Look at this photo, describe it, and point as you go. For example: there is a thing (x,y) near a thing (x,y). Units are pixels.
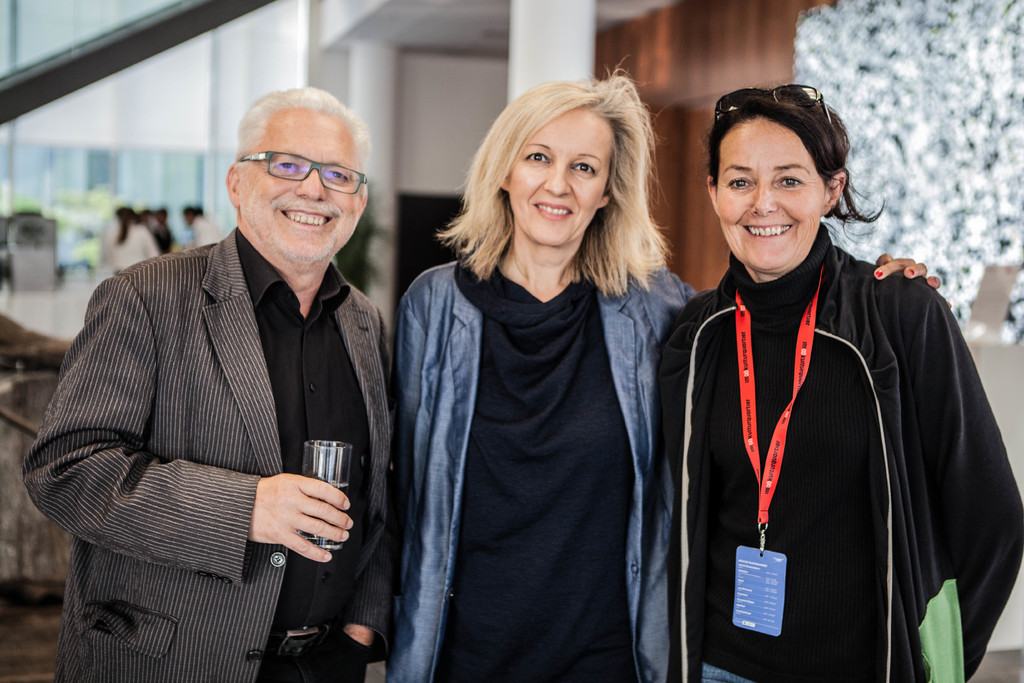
In this picture we can see a man (190,479) and two women (477,191) standing and smiling where a man (333,430) is holding a glass (312,471) with his hand (320,523) and in the background (122,254) we can see pillars (571,75), wall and some people (144,253).
